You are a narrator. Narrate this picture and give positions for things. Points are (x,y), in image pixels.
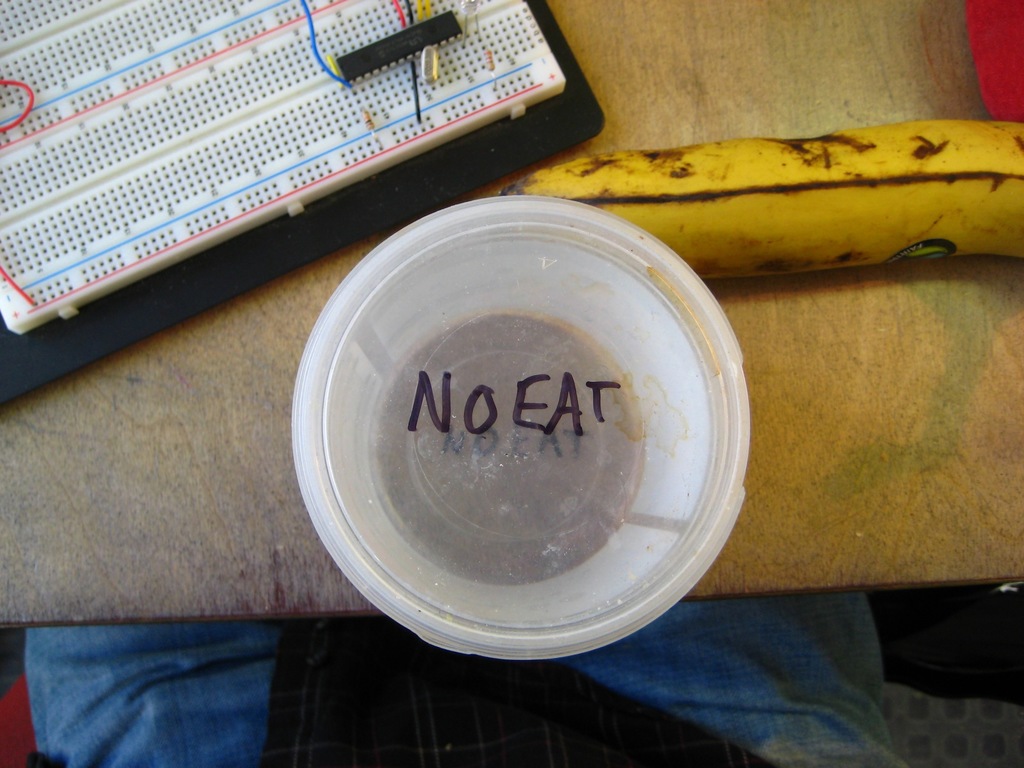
In this image there is a plastic container (509,429), there is text (489,418) on the plastic container (484,413), there is a banana (775,206), there is a board (220,125) towards the top of the image (272,88), there are objects (553,212) on the wooden surface (756,384), there are person's legs (126,704) towards the bottom of the image (172,685).
